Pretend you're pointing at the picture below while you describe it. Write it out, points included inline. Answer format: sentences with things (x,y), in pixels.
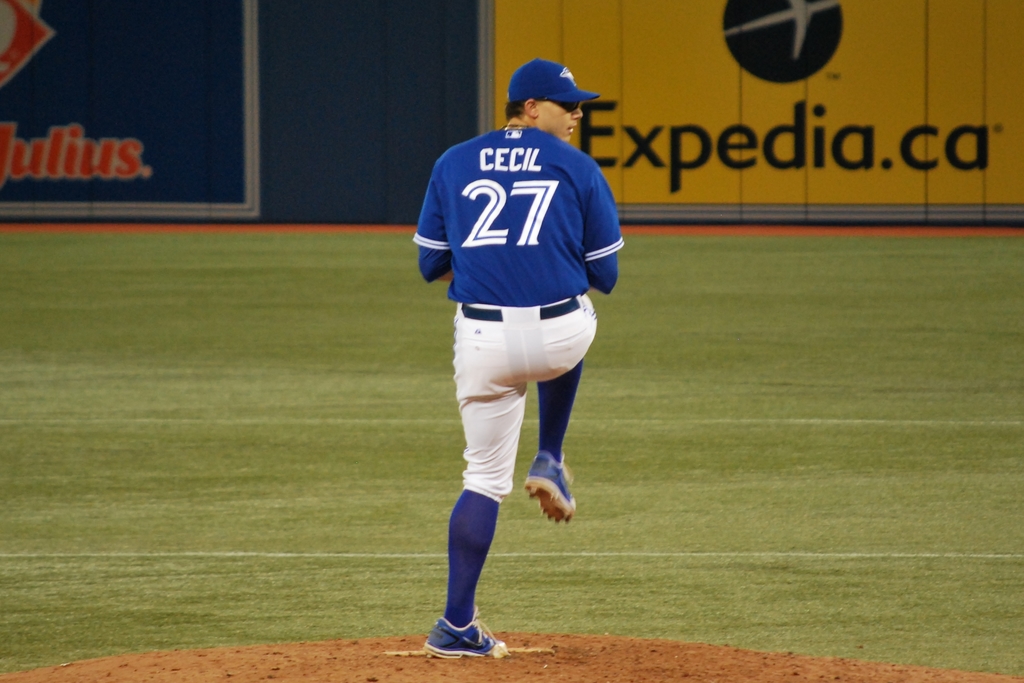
In this image, I can see a person (509,483) standing on the ground (504,593). In the background (383,222), there are boards (681,47).
